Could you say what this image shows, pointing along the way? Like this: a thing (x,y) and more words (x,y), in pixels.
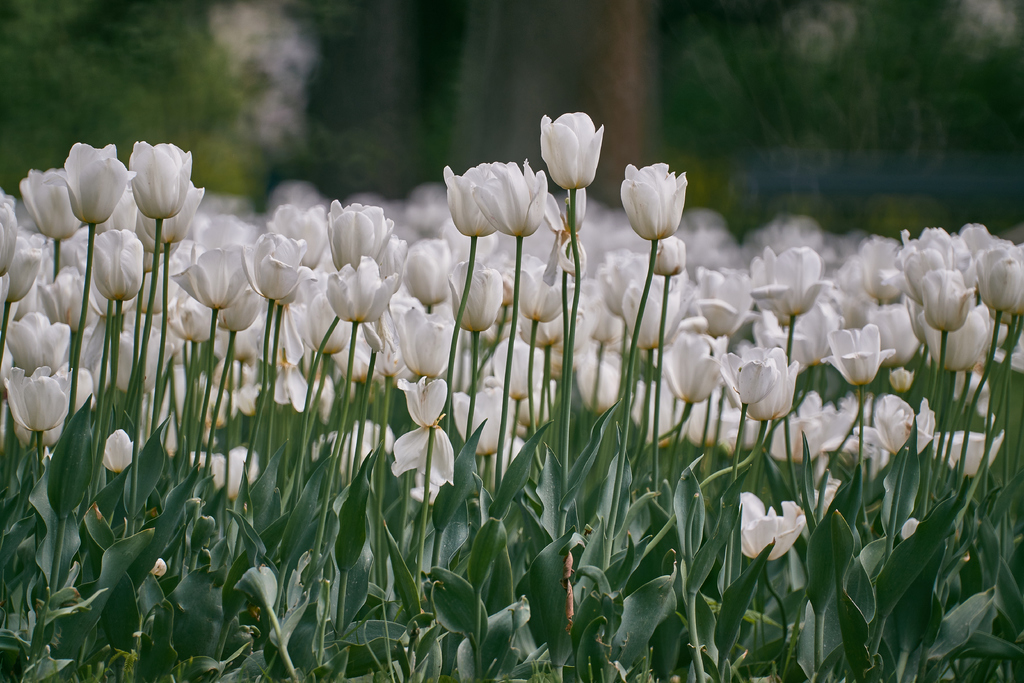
In this image we can see flowers (435,221) and plants (447,511). There is a blur background (6,5) with greenery (712,176).
